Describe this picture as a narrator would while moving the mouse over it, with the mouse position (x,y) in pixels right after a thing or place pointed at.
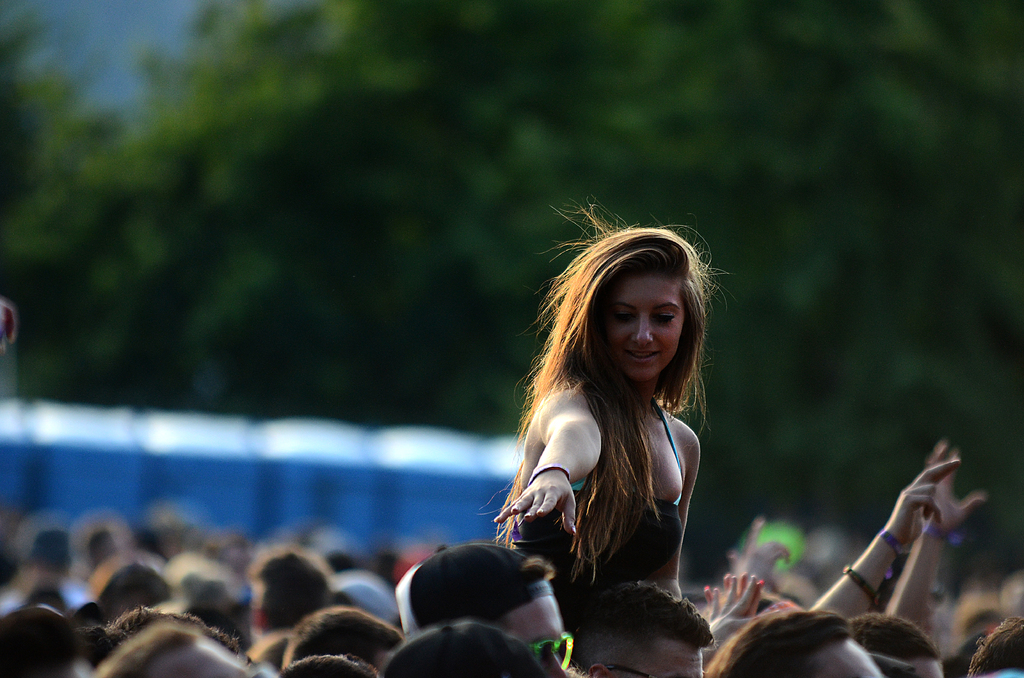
At the bottom of the image (114,574) there are heads (792,615) of many people (629,612). In between there is a lady (565,474) standing. Behind them there is a blur background (61,451) with trees (465,366) and blue color objects (117,456).
